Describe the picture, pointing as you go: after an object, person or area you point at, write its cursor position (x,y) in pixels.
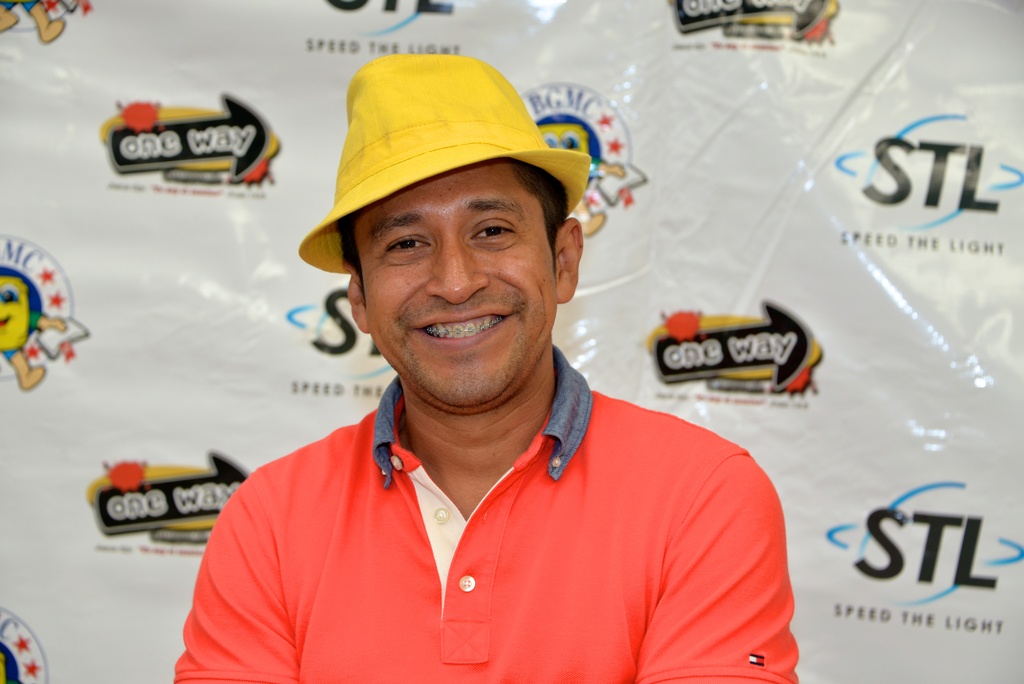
In this picture there is a person (390,514) wearing a T shirt (582,530). He is smiling and wearing yellow color hat (409,135) on his head (461,337). In the background (174,202) there is a poster (200,280).
